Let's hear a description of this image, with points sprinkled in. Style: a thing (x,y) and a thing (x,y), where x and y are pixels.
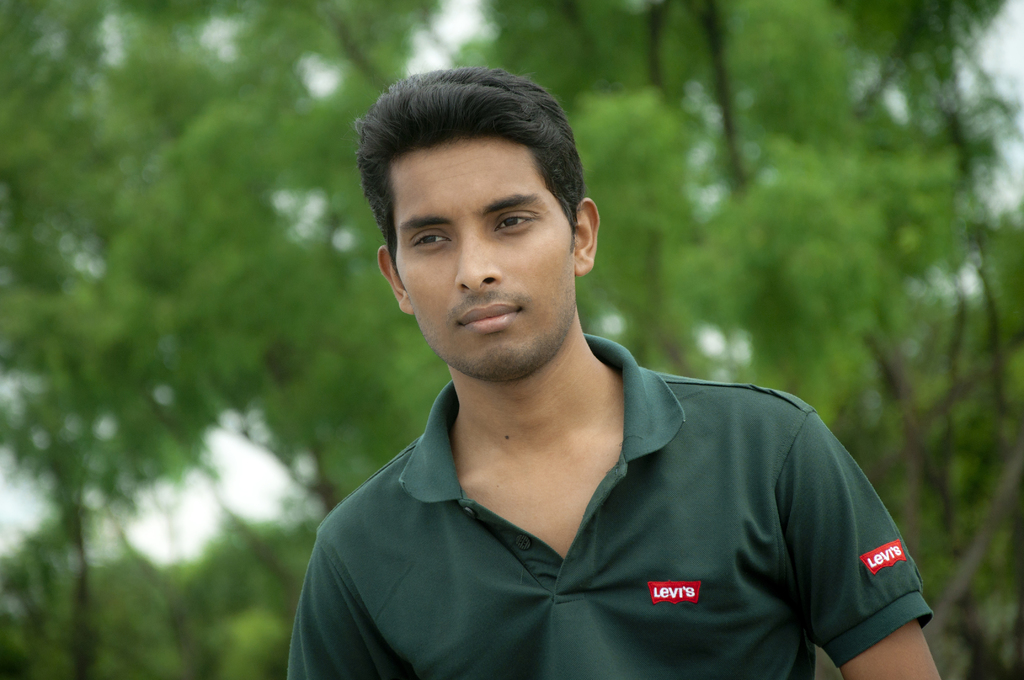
In this image I can see the person (535,469) wearing the green color dress (649,548). And I can see the brand name (681,588) written on it. In the back (79,140) there are many trees (503,34).
